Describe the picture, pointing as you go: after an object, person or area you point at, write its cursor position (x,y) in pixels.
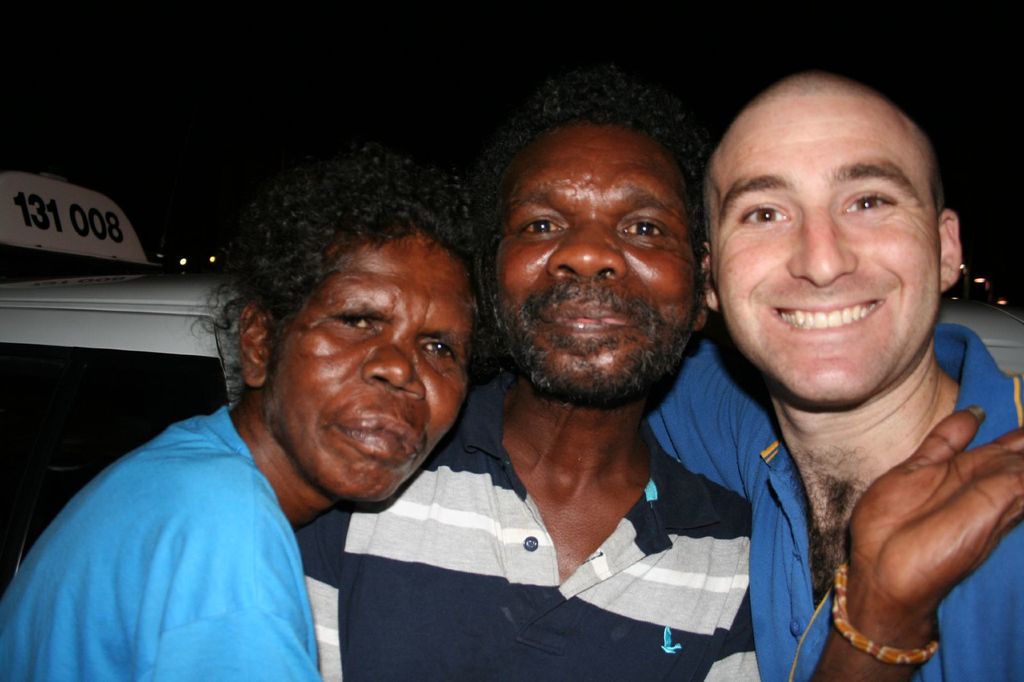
There are three persons (450,398). In the back (76,366) there is a vehicle (155,284). Also there is a number (58,211) on the left side (76,207). In the background (973,88) it is dark.
